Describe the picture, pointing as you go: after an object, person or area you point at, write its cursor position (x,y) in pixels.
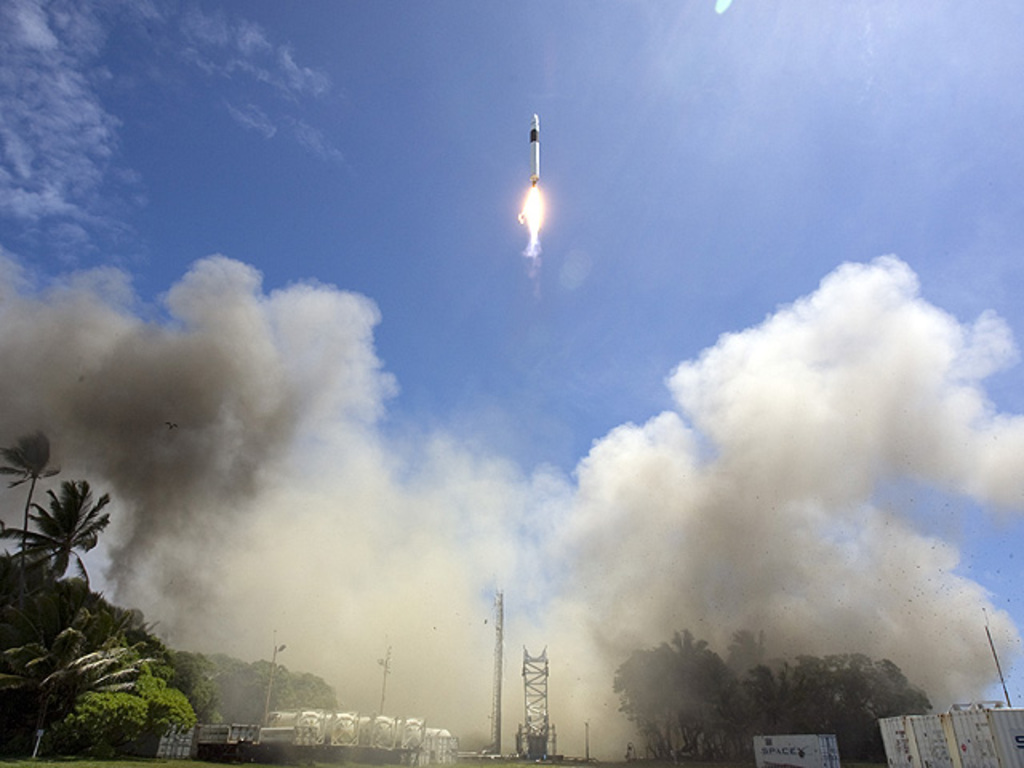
In this image we can see a missile (531,154) flying in the sky (485,142). In the background (286,732) we can see group of trees (26,608), buildings (304,736), containers (889,745) and cloudy sky (551,128).
